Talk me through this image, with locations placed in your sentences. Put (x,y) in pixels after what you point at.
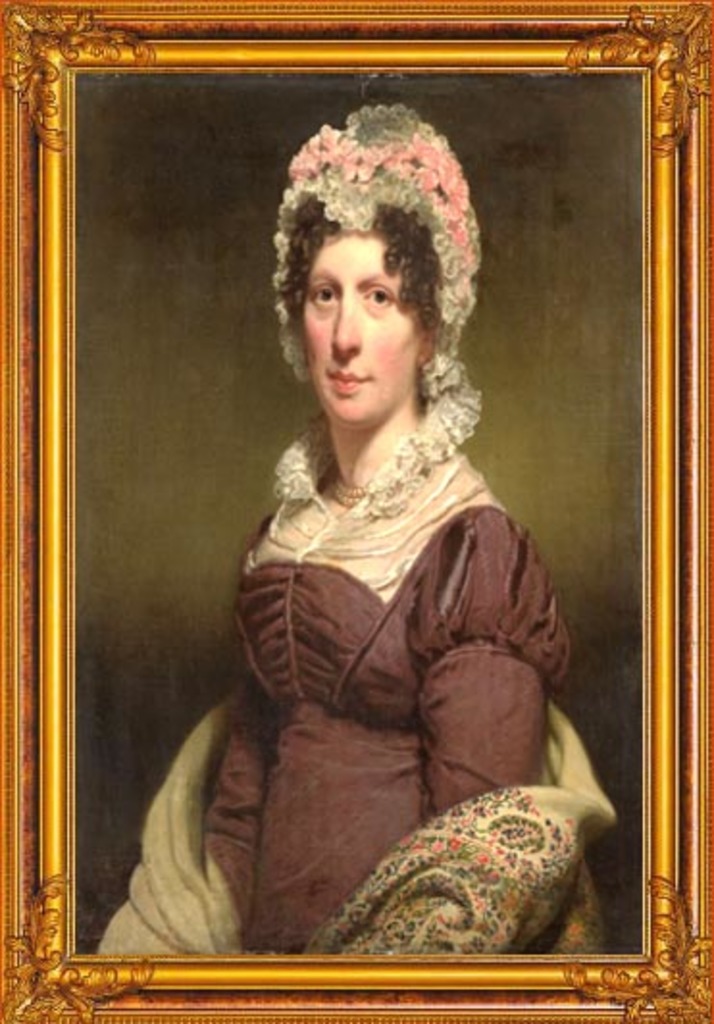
In this image we can see there is a photo frame (32,617) of a girl (455,530).
